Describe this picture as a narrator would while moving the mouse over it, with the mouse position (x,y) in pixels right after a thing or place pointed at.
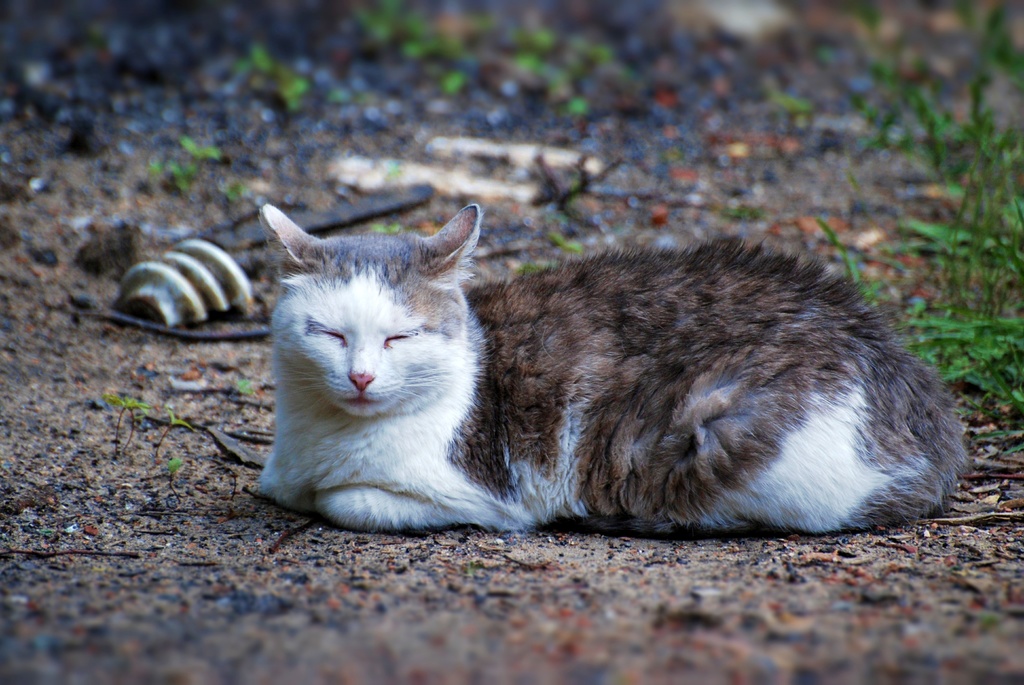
This image is taken outdoors. At the bottom of the image (304,553) there is a ground (920,572) with grass (926,232) and dry leaves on it. In the middle of the image (656,439) there is a cat (658,300) on the ground (99,680).
